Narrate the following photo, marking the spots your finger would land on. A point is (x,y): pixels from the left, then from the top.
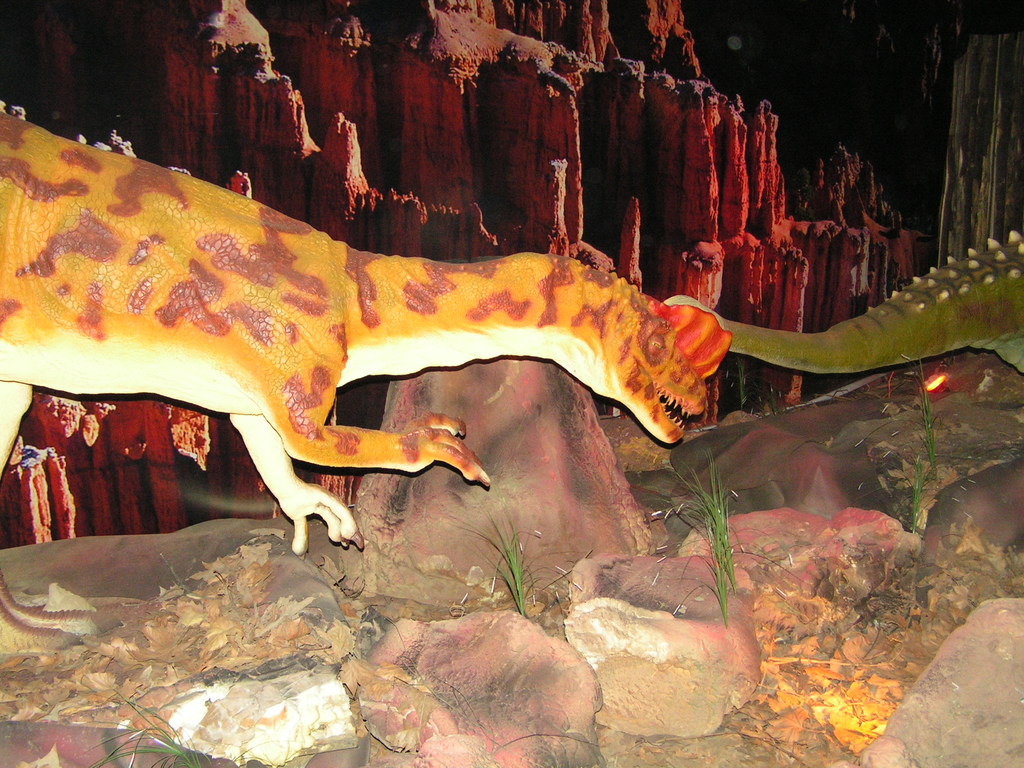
In this picture we can observe a dinosaur (405,336) which is in yellow and maroon color. There are some stones (575,615) and dried leaves (268,621). In the background (561,196) there is a hill (570,144).
